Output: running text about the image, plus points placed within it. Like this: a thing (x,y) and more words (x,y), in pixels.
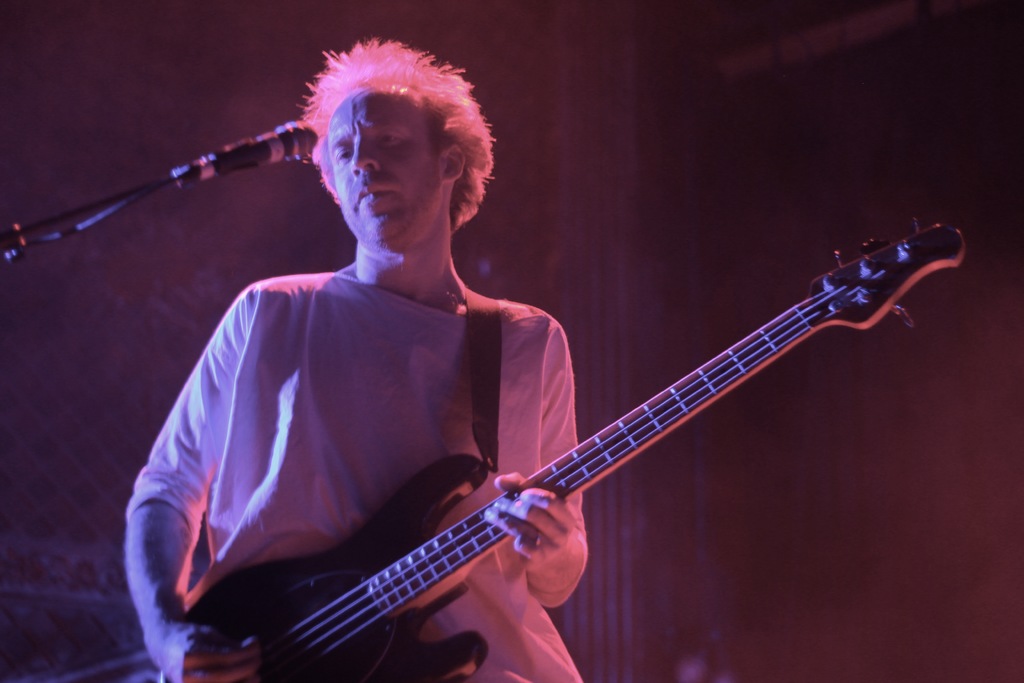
In this image the man (387,374) is standing holding a guitar (373,632) and playing it. There is a mic (220,162) in front of him. In the background (717,257) there is a wall (914,169) and a pillar (628,265).
